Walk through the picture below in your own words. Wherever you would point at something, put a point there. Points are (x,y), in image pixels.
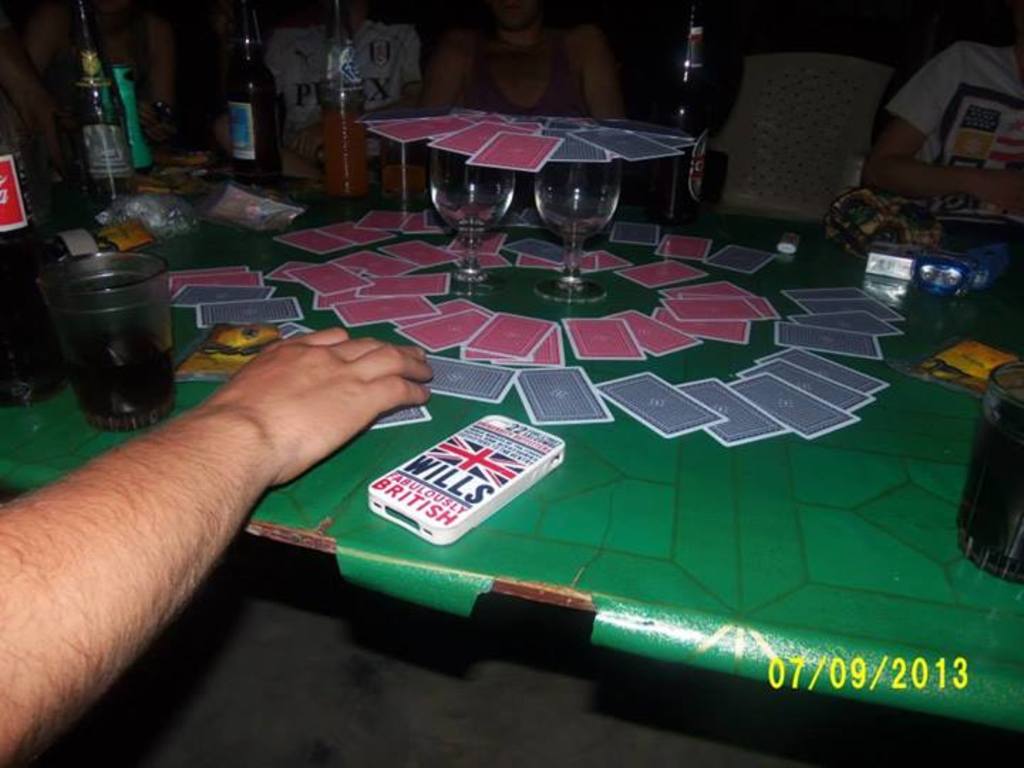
As we can see in the image there is a human hand (183,526), a table (482,552). On table (615,569) there are cards (668,319), glasses (450,185) and bottles (84,46).
